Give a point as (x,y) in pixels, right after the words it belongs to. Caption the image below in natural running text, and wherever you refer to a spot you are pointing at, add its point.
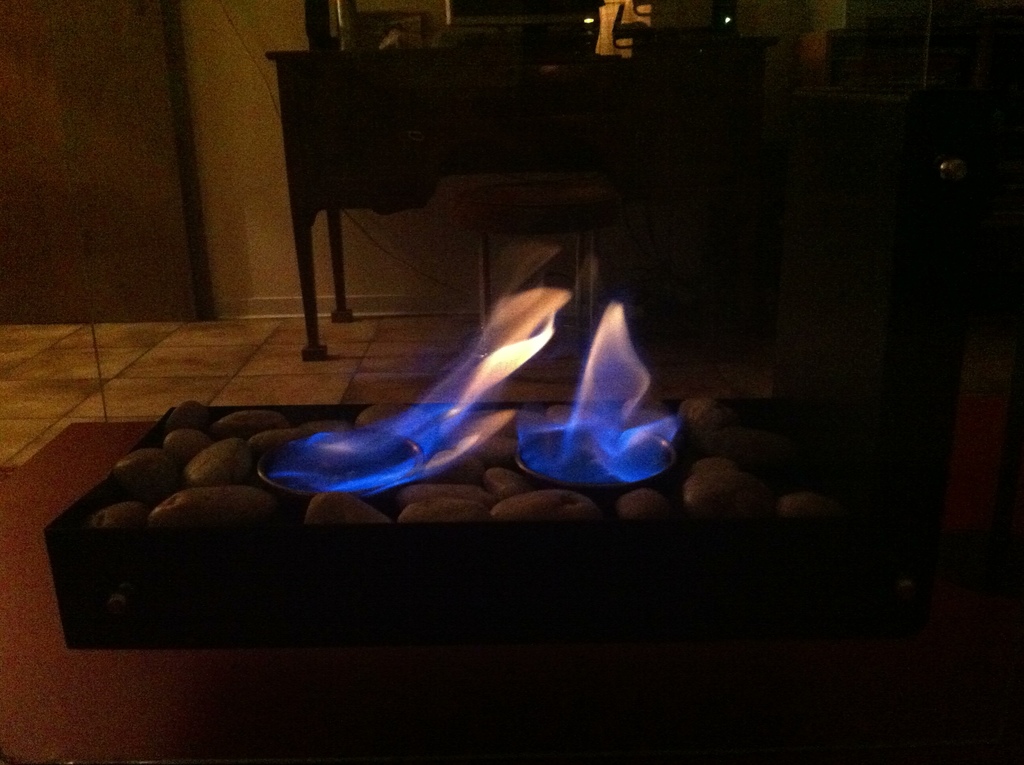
In this picture there is an object (494,609) placed on a table (539,653) which has few stones (523,498) placed in it and there is fire (578,448) in between it and there is a table (562,107), stool (553,214) and some other objects (328,44) in the background (549,81).
